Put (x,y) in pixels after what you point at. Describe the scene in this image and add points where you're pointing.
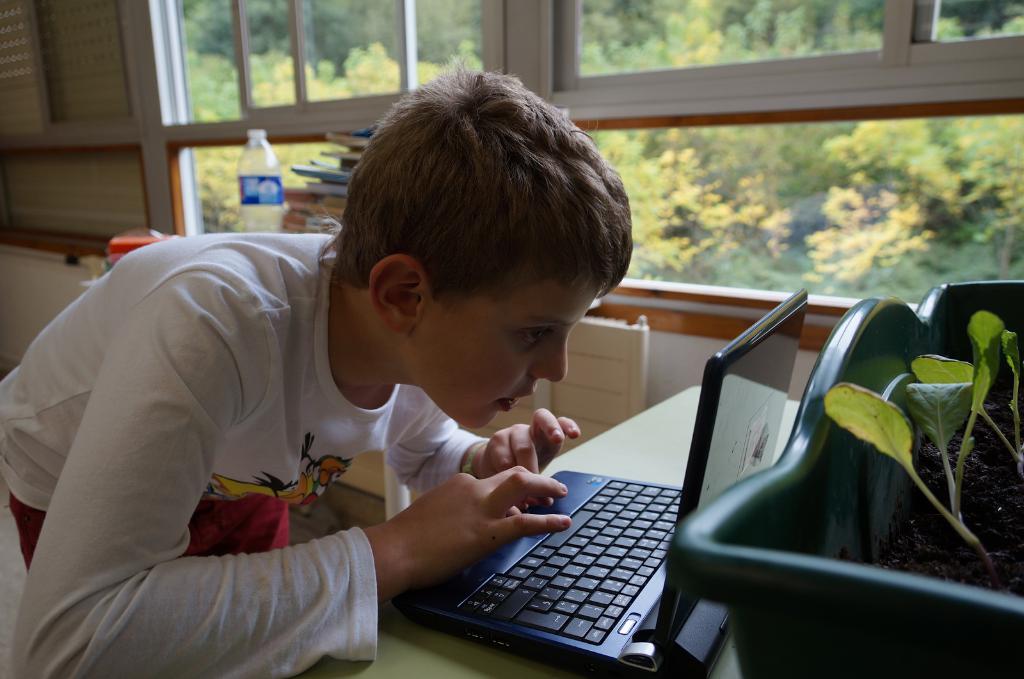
In this picture I can see a boy (294,436) using laptop (619,545) on the table (502,666) and I can see a plants (940,510) in the plastic tub (836,595) and I can see few books (295,190) and a water bottle (265,196) and from the glass (855,161) I can see trees (690,129).
